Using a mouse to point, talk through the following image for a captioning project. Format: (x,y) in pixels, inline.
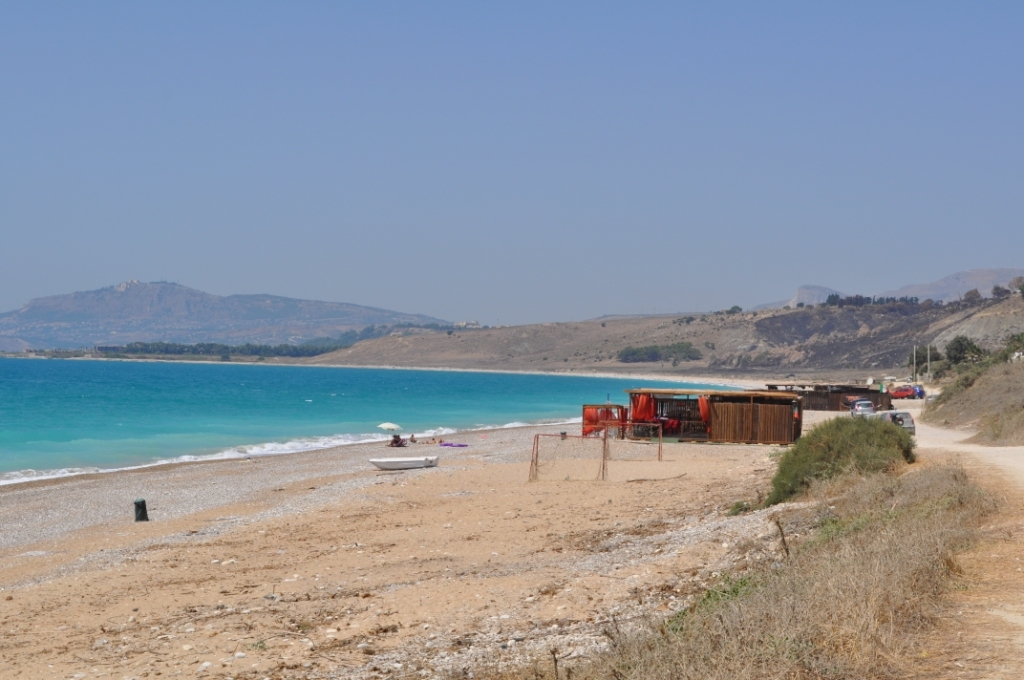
In this image there is water (144,375), boat (417,462), shelters (703,420), vehicles (861,400), trees (844,453), hills (809,300), grass (745,616), sky (88,270) and objects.
